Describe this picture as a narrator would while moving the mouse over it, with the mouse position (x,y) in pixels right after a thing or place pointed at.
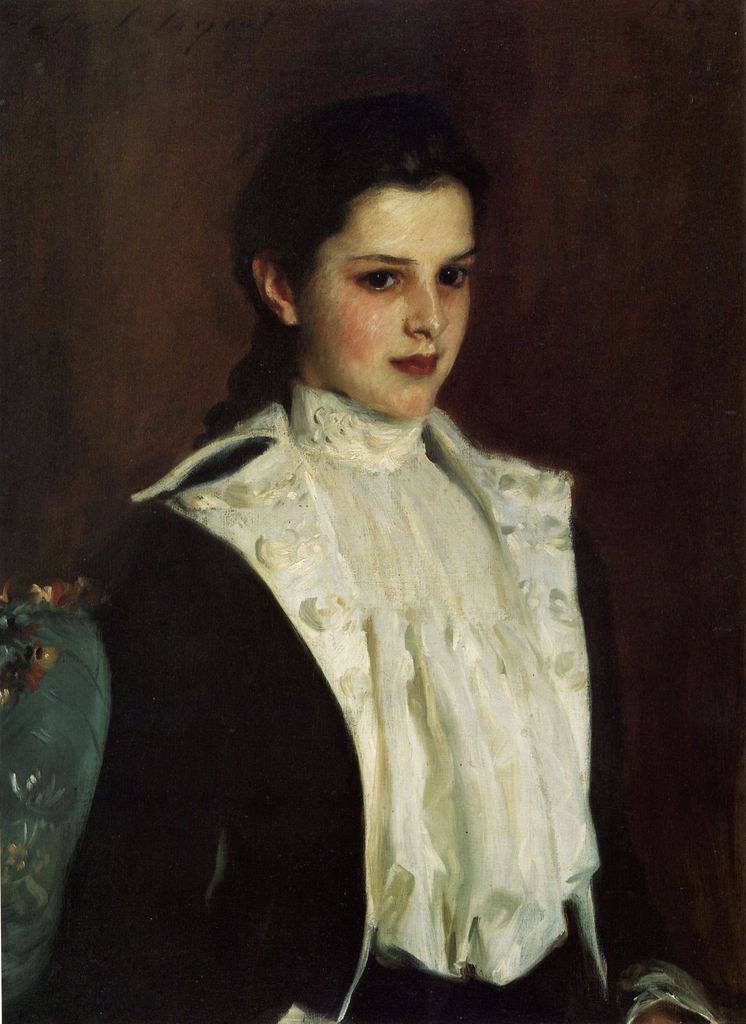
A beautiful woman (504,751) is sitting, she wore white color dress (468,681) and a black color coat (223,717).
